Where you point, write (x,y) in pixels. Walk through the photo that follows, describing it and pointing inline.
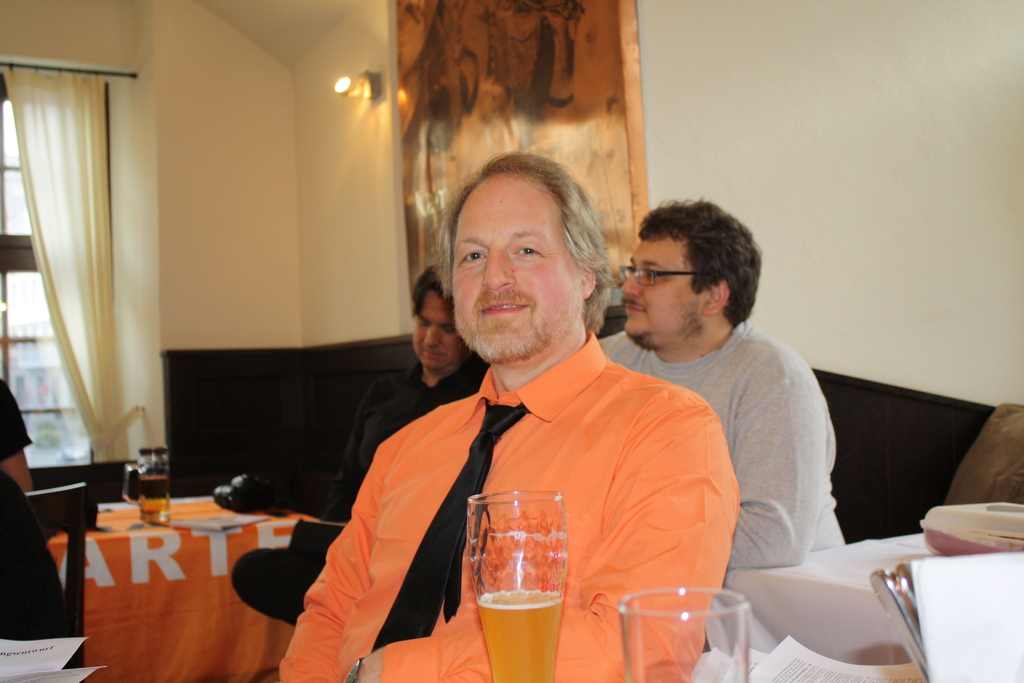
A person (531,455) wearing a orange shirt (521,489) and black tie (493,447) is sitting and smiling. In front of him there are glasses (544,619). Behind him two persons (736,377) are sitting on sofa (335,401). There is a table (182,568). On the table (162,604) there is a camera (237,502), paper (250,523) and jug (166,483). In the background (276,200) there is wall (306,116), lights (360,81), curtains (97,206), window (13,307) and a painting (583,74).
